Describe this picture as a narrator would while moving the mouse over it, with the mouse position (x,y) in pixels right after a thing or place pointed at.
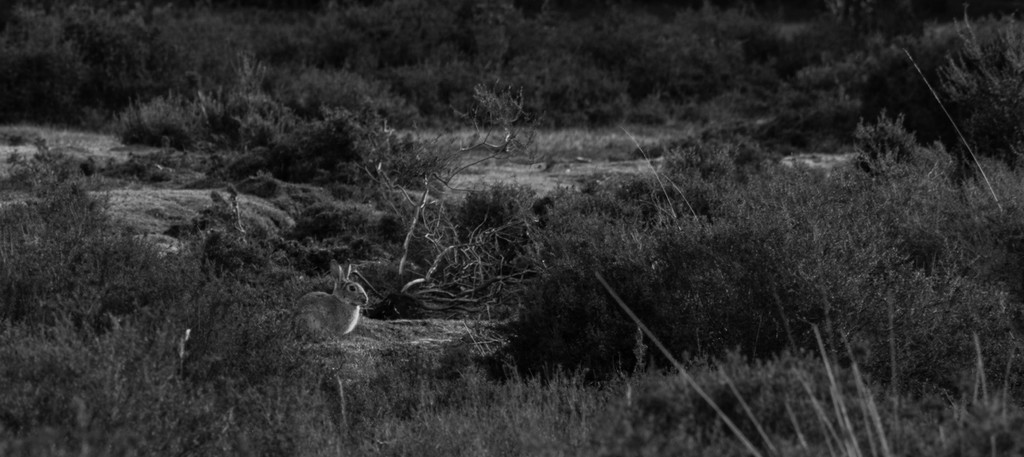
This picture shows a rabbit (300,326) and we see trees (638,97) around.
